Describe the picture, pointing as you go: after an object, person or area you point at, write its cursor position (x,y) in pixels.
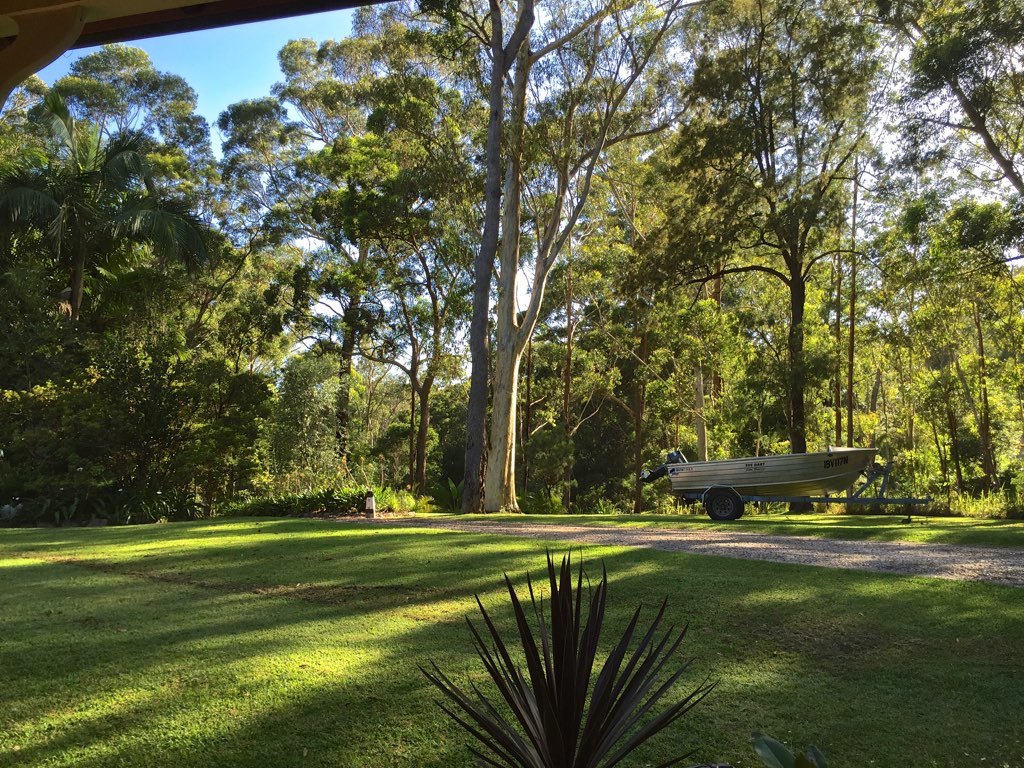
In this picture I can observe some trees (617,353). I can observe some grass (222,617) on the ground (255,584). In the background (240,78) there is sky (231,38).
